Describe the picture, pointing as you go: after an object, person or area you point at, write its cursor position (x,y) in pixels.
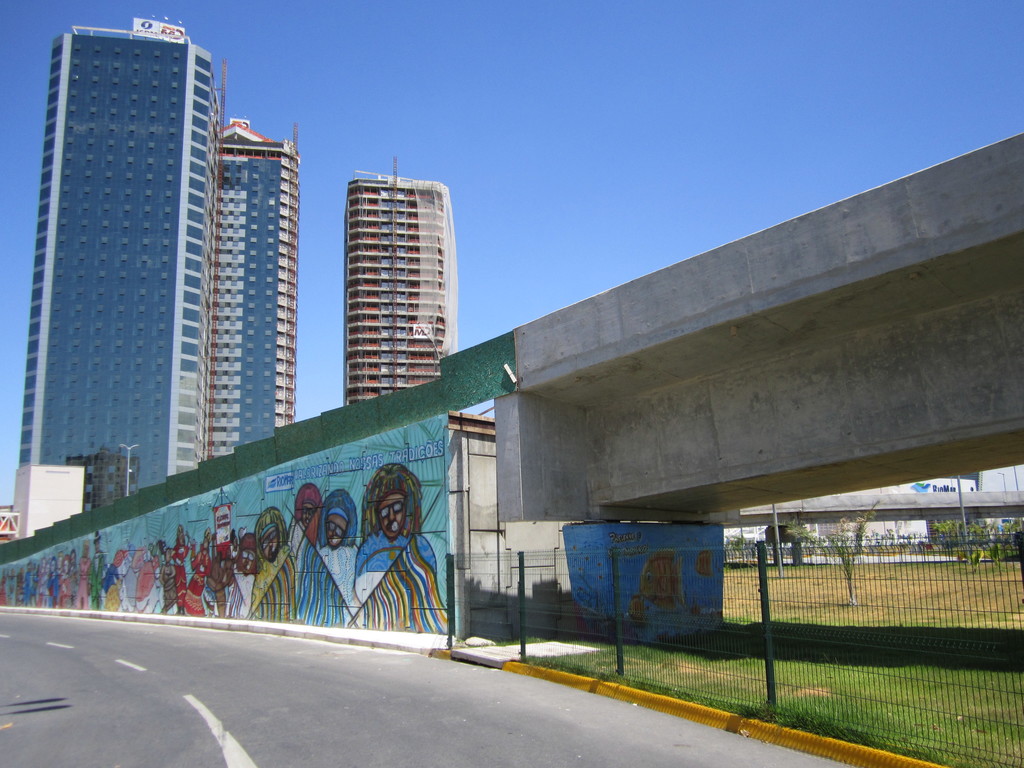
There is a road (205,689). Near to the road (205,689) there is a bridge (741,371). On that there is graffiti (246,577). Also there is a mesh fencing (617,601). In the back (145,298) there are buildings (370,181) and sky (596,135).
